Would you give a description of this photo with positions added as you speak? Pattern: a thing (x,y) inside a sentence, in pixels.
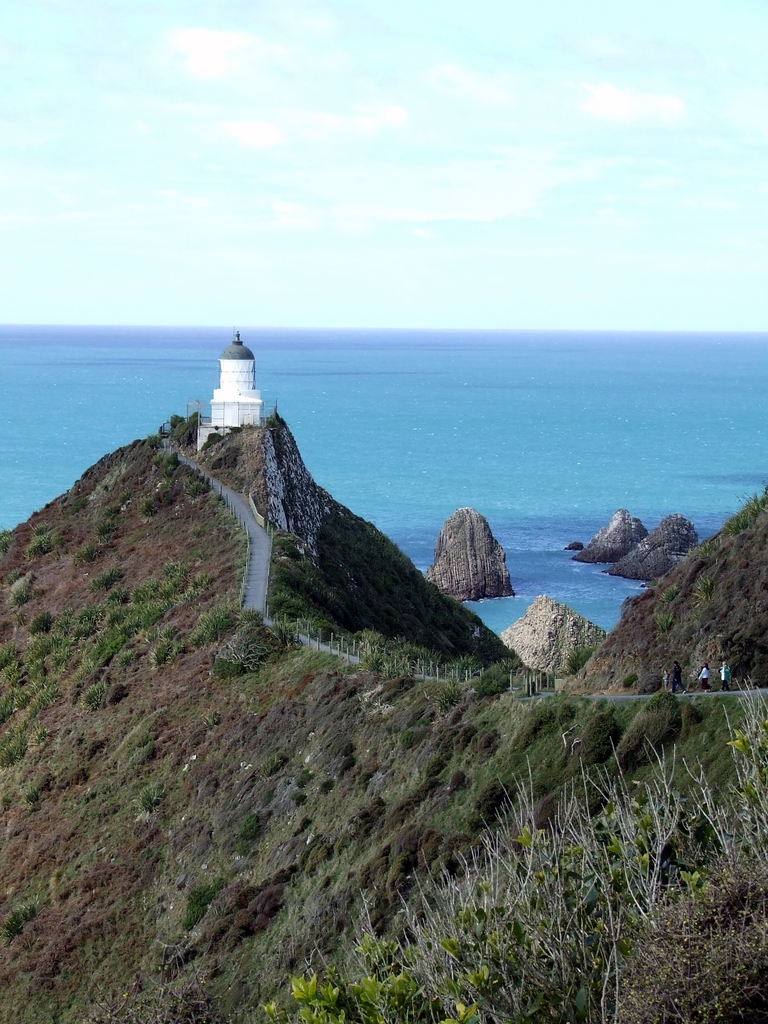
In this picture there is a nugget point light house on the left side of the image (203,441) and there is way (232,500) in the center of the image (267,532), there is greenery (489,699) and stones (471,566) in the image, there is water (401,379) in the background area of the image (453,354), there is sky (369,145) at the top side of the image (404,240).
